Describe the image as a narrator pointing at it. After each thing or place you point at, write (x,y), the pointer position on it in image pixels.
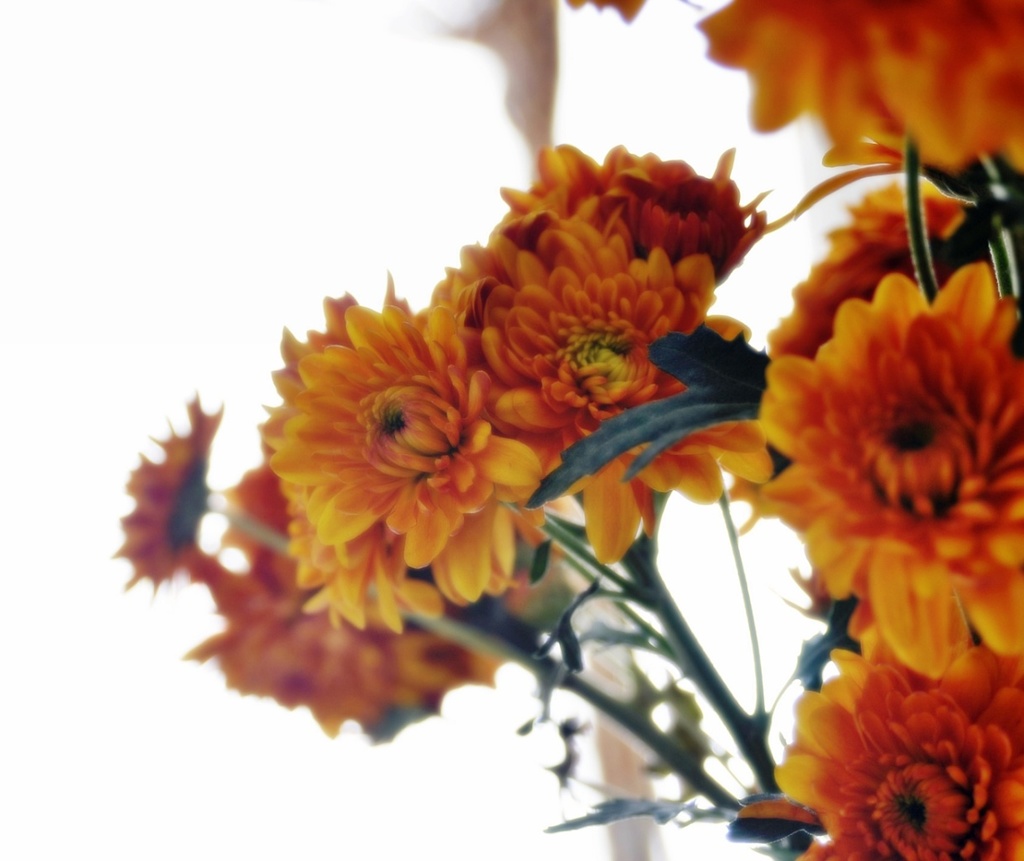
In this picture we can see flowers (491,454) and in the background (779,546) we can see it is white color.
